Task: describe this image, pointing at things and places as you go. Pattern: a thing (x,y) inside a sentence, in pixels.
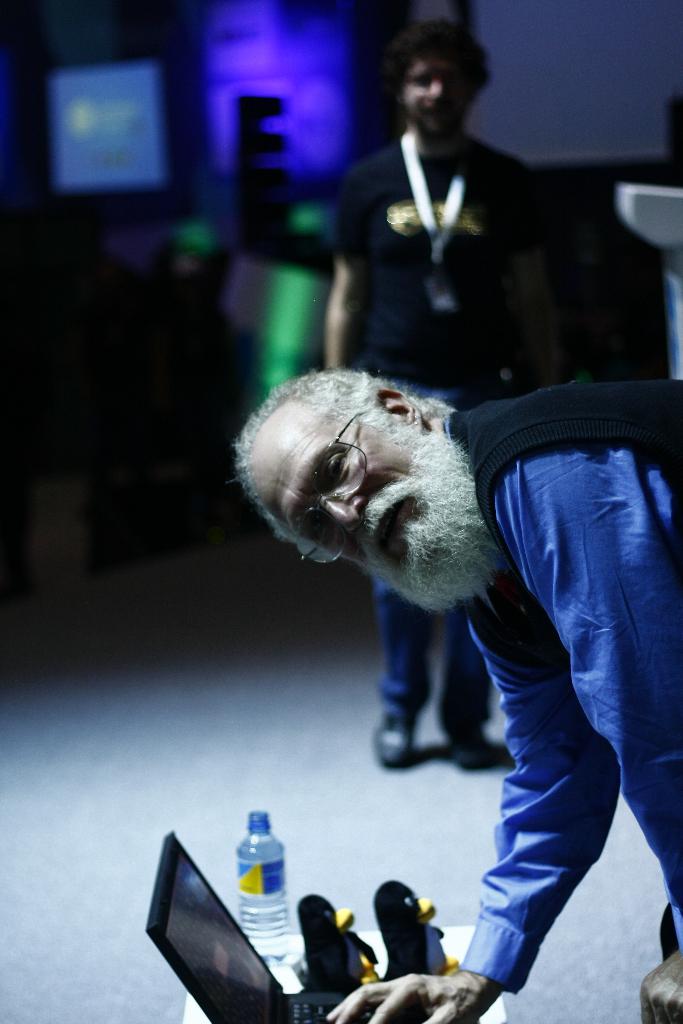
In this image i can see a person (630,600) wearing blue shirt (619,562) and black jacket (622,438) standing and operating a laptop (277,986), i can see a bottle (280,924). In the background (395,743) i can see a person (452,305) standing, the wall (523,100) and the screen (583,55).
